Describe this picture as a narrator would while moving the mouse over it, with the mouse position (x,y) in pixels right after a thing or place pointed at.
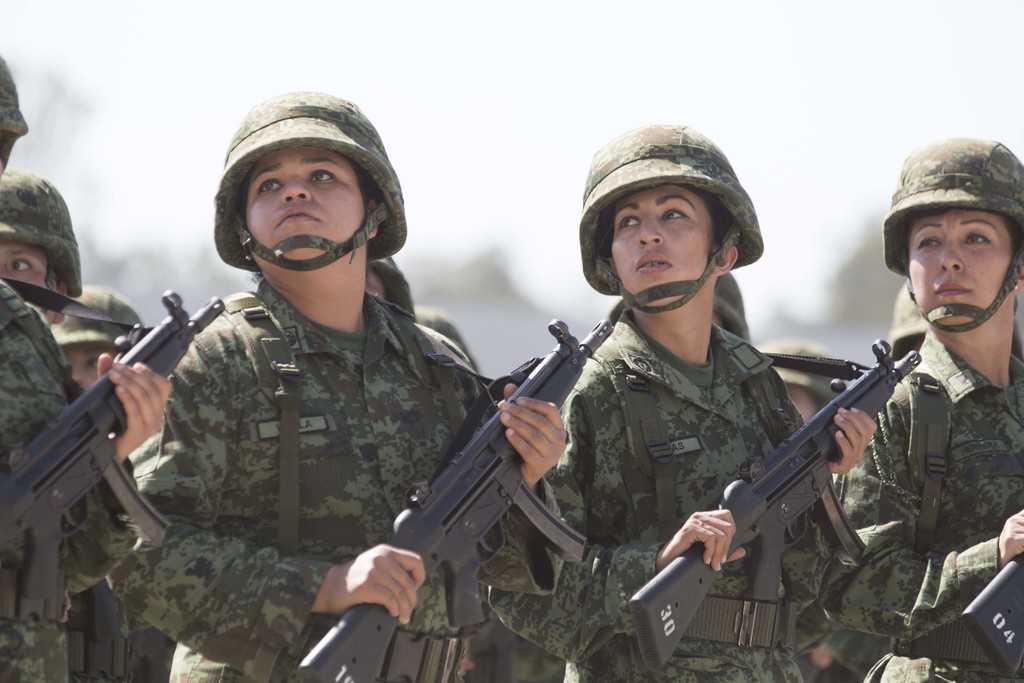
In this picture there are group of people (592,471) standing and holding the guns (651,640). At the back (465,16) the image is blurry.
